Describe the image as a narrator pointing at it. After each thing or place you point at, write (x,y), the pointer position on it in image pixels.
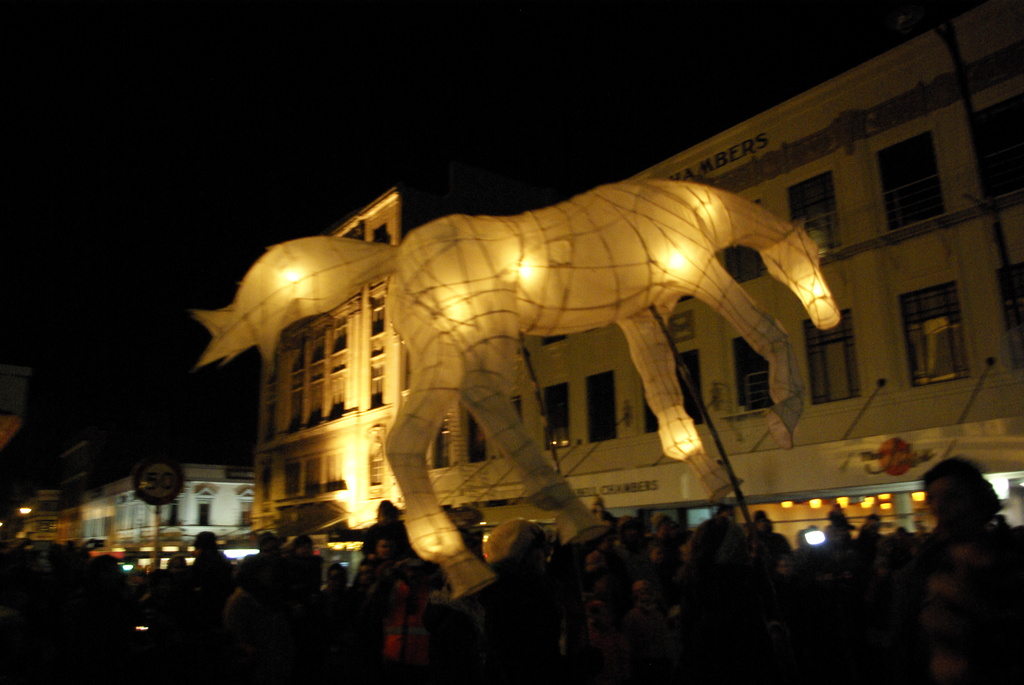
There is a horse's statue (687,238). In which, there are lights (438,546). Which is on the sticks (533,376). In the background (715,377), there are persons (899,589) standing on the road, there is a building (409,194), which is having glass windows (287,493), there are buildings (97,462) and the background (715,52) is dark in color.
